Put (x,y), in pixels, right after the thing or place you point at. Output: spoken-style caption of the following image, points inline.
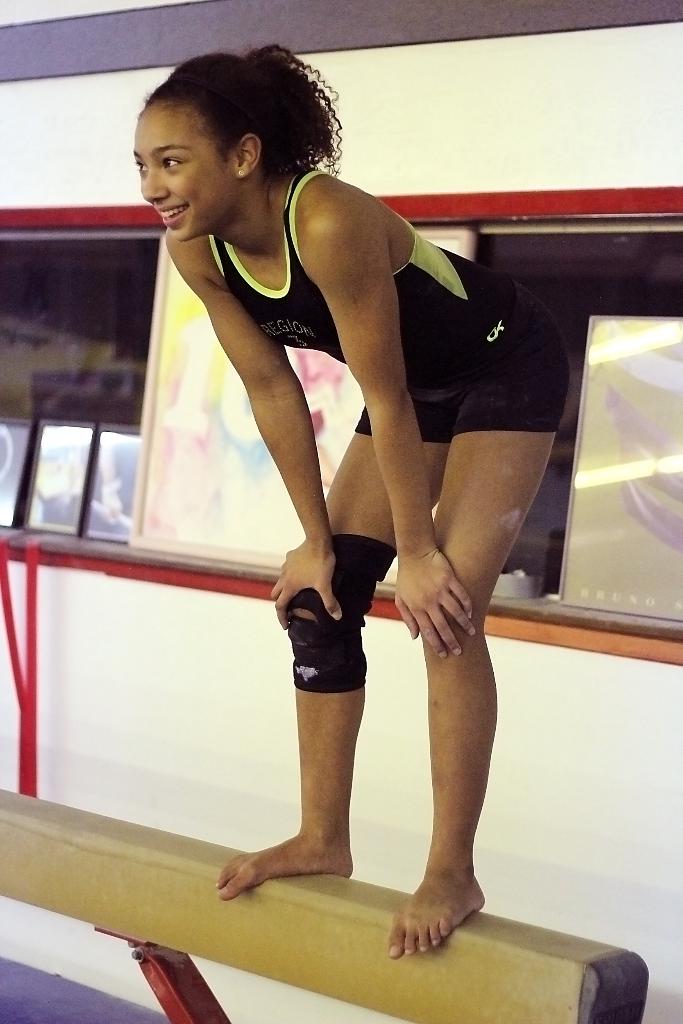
In this image we can see a woman (190,227) standing on a pole (379,941). In the background (658,559) we can see a mirror (604,283) and photo frame (250,456).
